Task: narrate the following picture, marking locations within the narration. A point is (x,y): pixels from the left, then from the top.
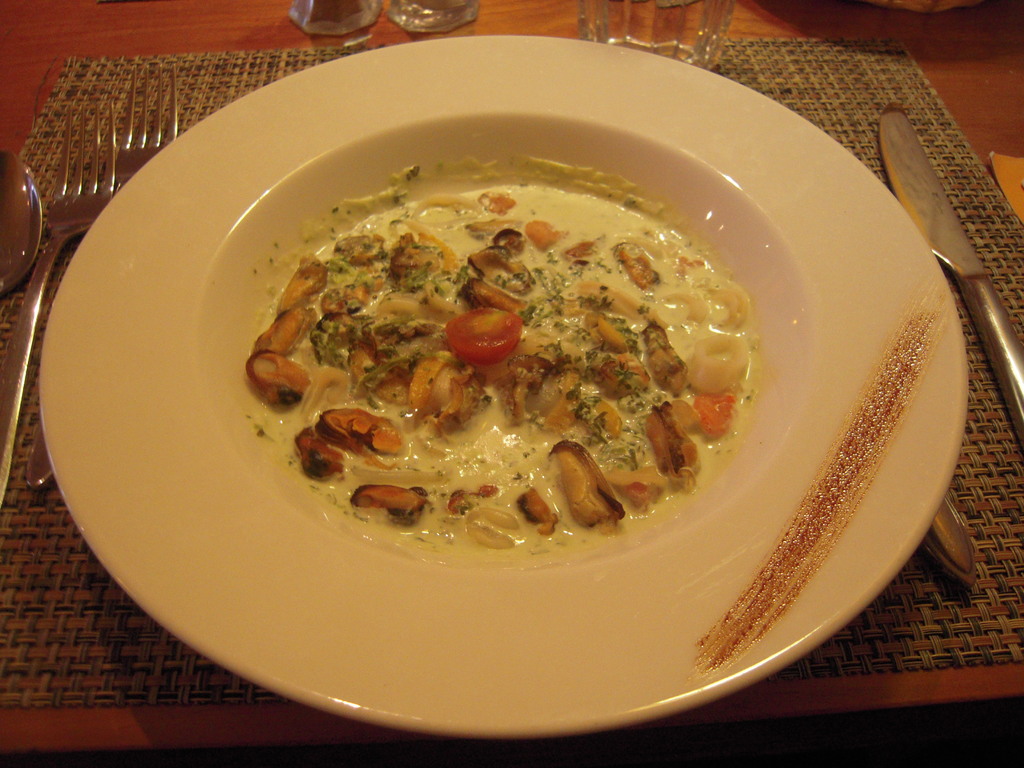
In this image I can see a brown colored table (143,11) and on the table (154,11) I can see few glasses (311,3), few spoons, a plate (875,437) and in the plate (795,442) I can see a food item (548,287) which is red, cream, brown and black in color.
